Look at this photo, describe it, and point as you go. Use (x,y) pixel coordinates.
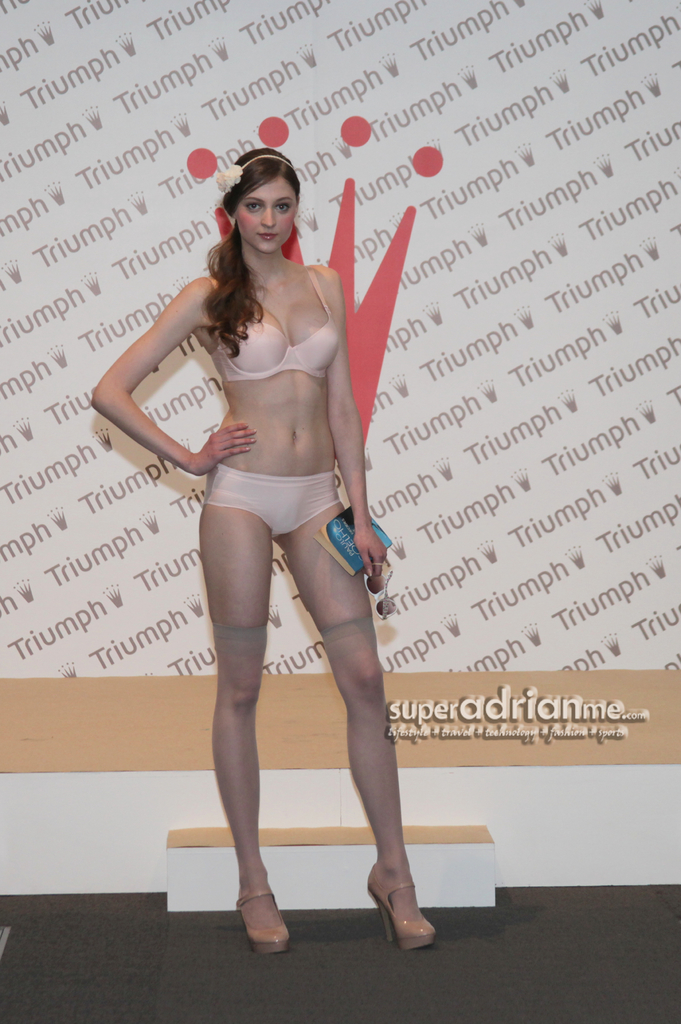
In the center of the image (282,416) there is a woman (263,649) standing on the floor (370,1000). In the background (578,146) there is an advertisement (98,312).
